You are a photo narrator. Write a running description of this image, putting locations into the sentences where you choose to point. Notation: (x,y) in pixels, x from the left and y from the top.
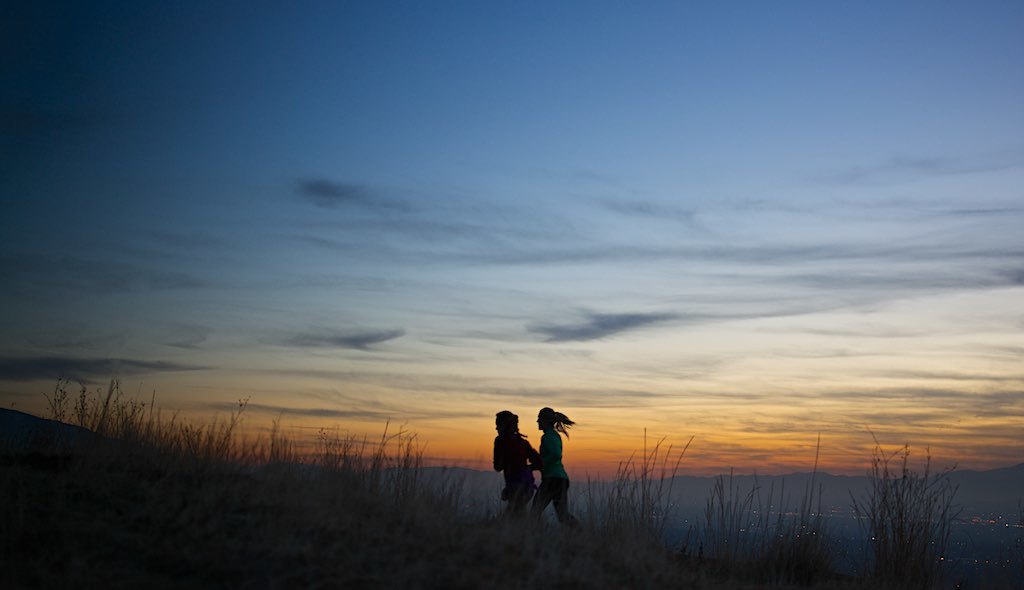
In the center of the image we can see two people (504,448) are running. At the bottom of the image (481,499) we can see the ground (255,486) and plants (405,454). In the background of the image (450,437) we can see the sunset (997,438) and clouds (943,254) are present in the sky (416,346).
